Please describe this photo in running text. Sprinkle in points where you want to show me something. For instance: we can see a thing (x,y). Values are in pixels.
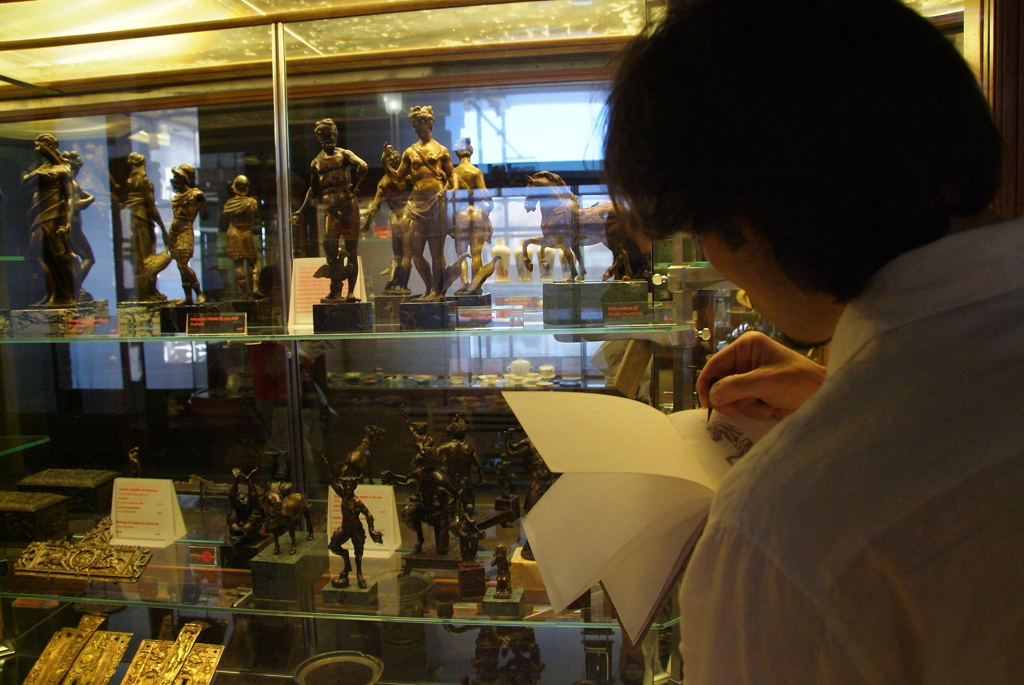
In the front (732,506) in this image there is a person (834,417) drawing on a book (703,466). In the center (355,314) there are statues (187,247) which are inside the cupboard (373,566).
